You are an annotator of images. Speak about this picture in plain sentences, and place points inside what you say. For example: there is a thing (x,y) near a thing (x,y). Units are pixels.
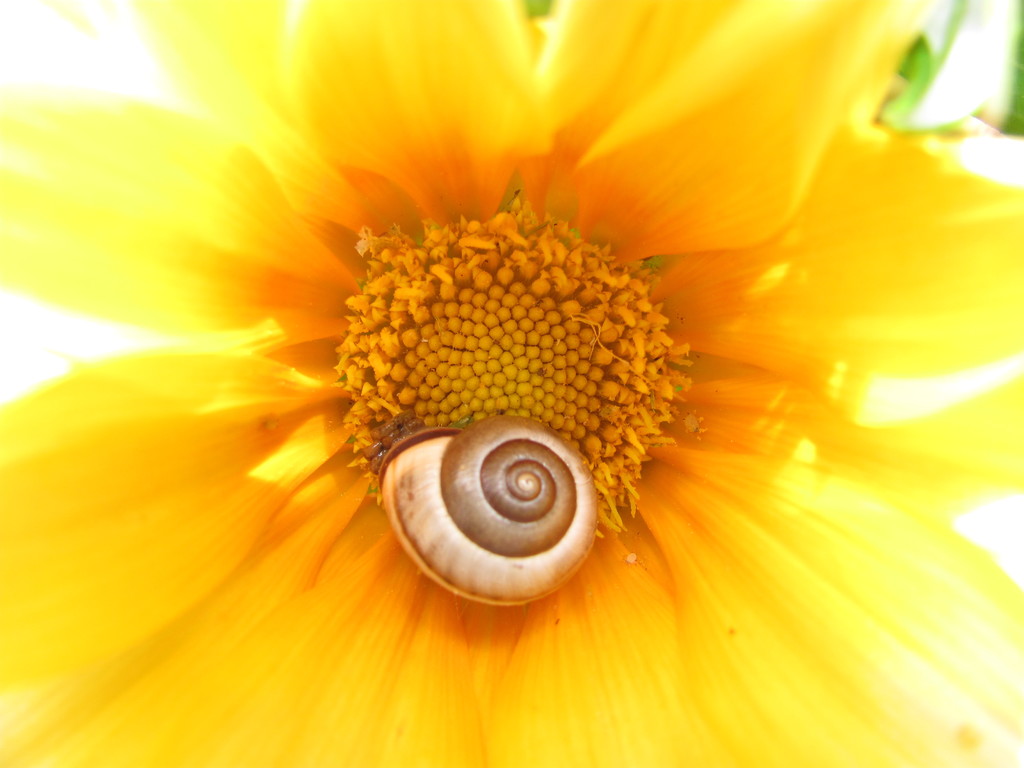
In this image we can see a zoom-in picture of a flower (595,392), and there is a snail shell (496,441) in the middle of this image (442,488).
